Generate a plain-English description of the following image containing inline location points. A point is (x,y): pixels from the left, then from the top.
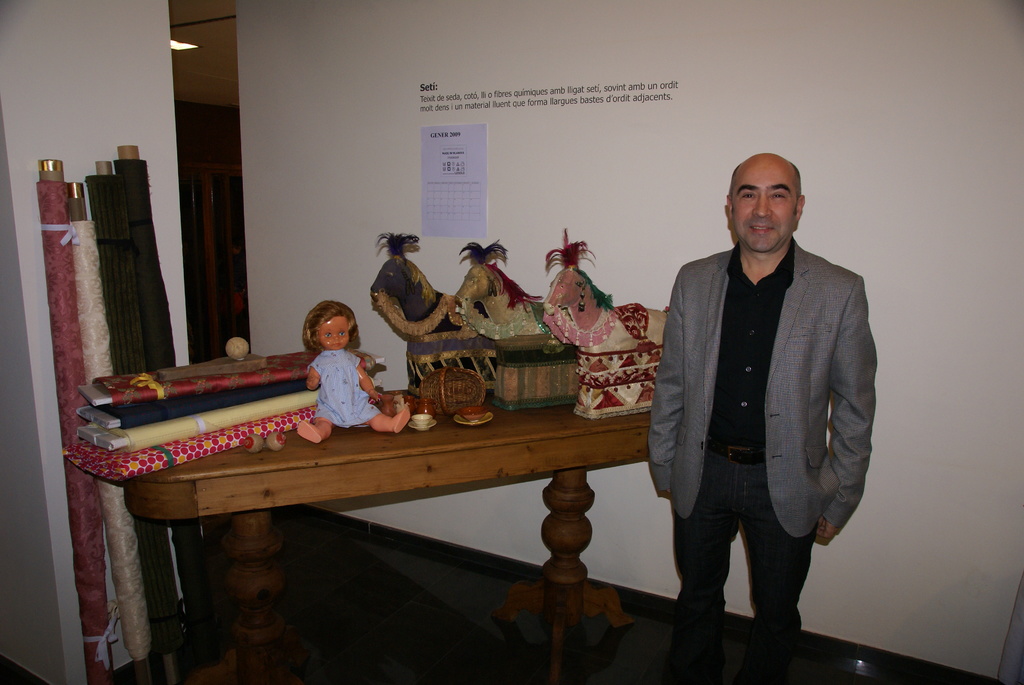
The image is taken in the room (645,150). In the center of the room (554,570) there is a table (160,481) and there are dolls (325,434), toys (486,354) and some gifts (121,470) placed on the table (324,447). On the right (786,597) there is a man (779,530) standing he is smiling. On the left (85,590) we can also see some bundles (103,300) of curtains (106,339). In the background (378,87) there is a wall (394,92). At the top (180,42) there is a light (193,45).
